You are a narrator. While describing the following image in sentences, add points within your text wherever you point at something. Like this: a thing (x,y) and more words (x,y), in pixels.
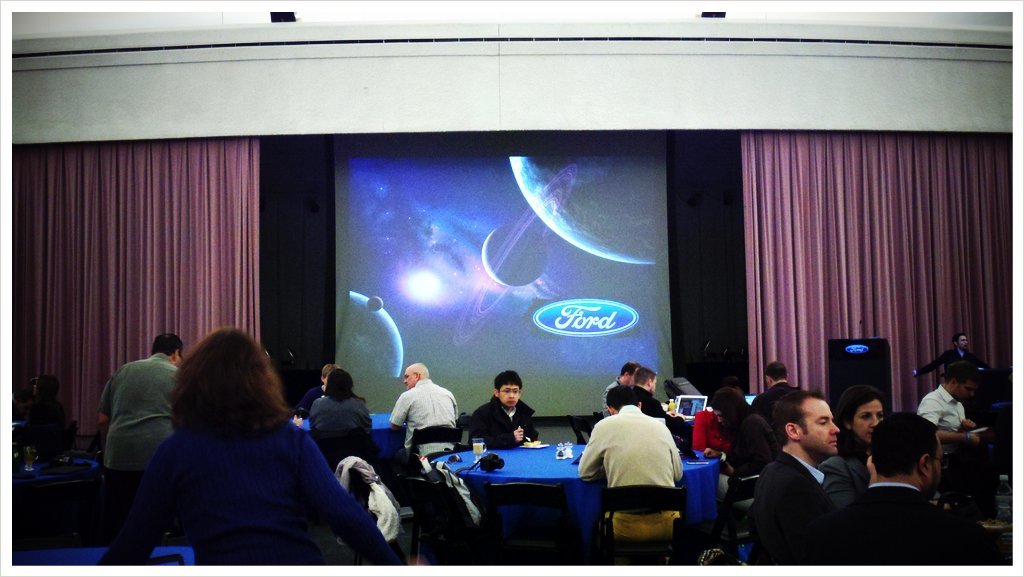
This picture shows few people (604,451) are seated on the chairs (608,488) and we see tables (548,480) and a screen (400,348) and we see curtains (214,256) and a glass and we see a plate (530,443) with some food (535,443) and a man (954,352) standing.
